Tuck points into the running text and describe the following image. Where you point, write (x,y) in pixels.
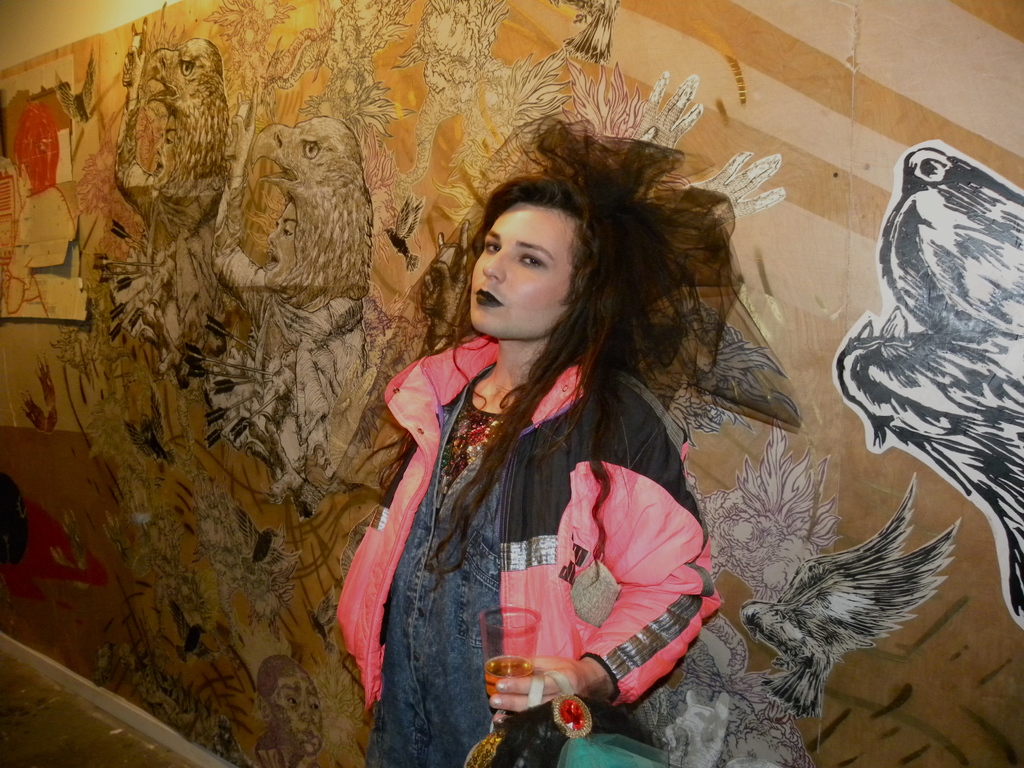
In the picture we can see a woman (494,559) wearing jacket (549,638), holding glass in her hands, standing near the wall (462,269) and we can see wall (196,64) is painted with some pictures (213,161).
